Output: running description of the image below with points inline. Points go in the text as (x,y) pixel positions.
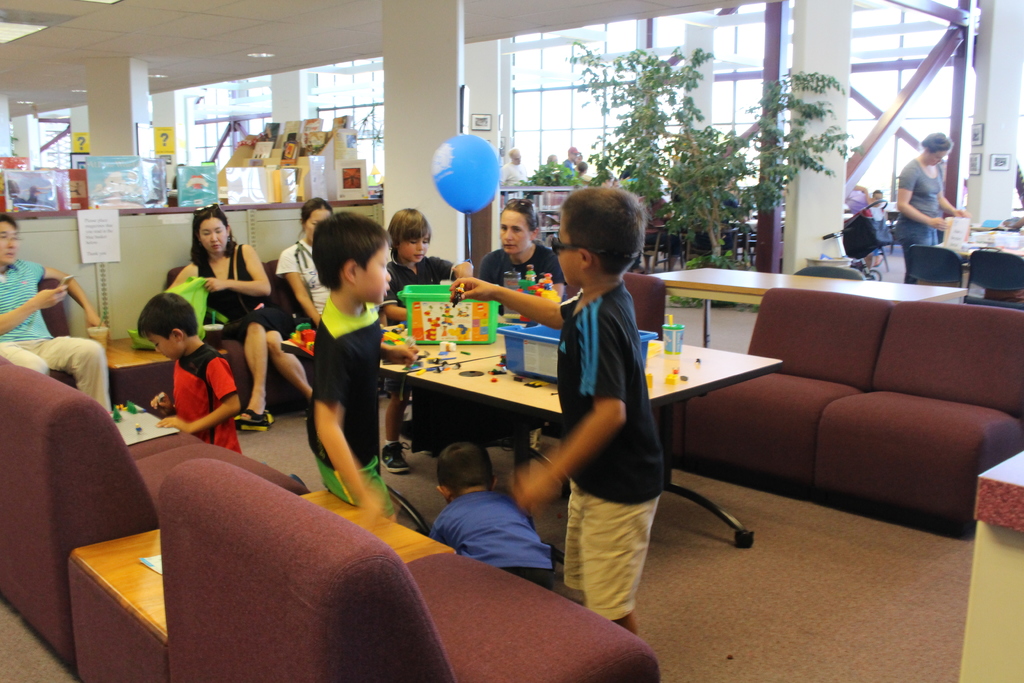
In this picture we see so many people (369,418) present. Here we have table (735,364). On the table (489,368), we see bottle (667,342), tub (543,364) and some toys (455,365) present. Here we see these people (389,299) playing with the toys (388,338) present here. Also we have a plant (686,227) and we have chairs (976,272) at the top right (746,216). It seems like a huge building (194,133).
